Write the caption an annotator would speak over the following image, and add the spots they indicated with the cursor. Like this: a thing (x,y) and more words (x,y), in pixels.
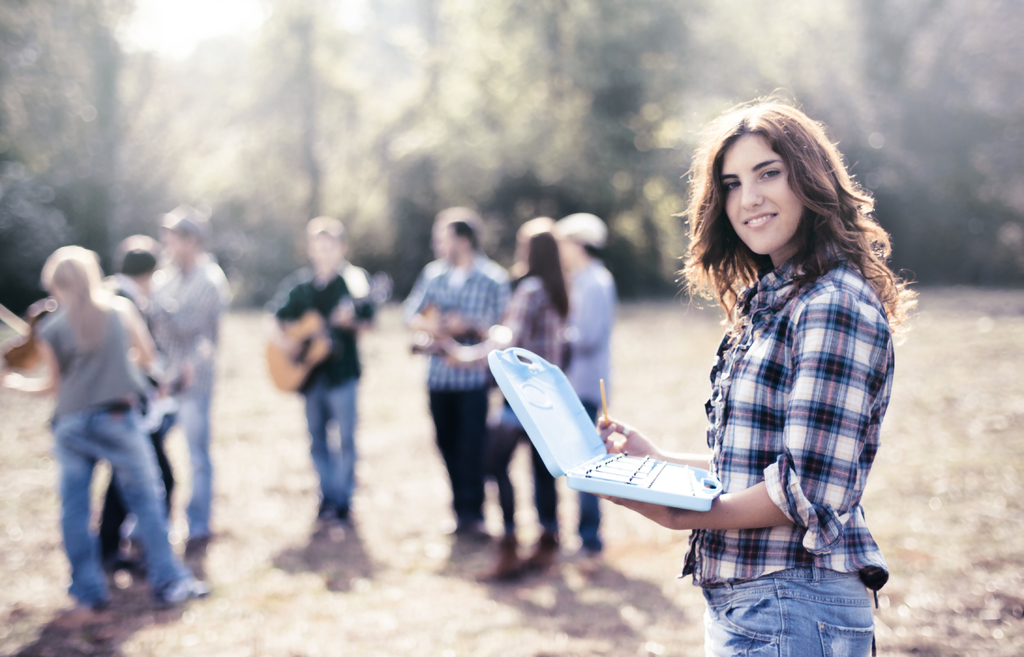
In the image we can see a woman (796,495) standing, wearing clothes (829,528) and she is smiling, and she is holding an object (638,479) in her hands (632,501). We can see there are even other people (148,373) standing, wearing clothes (199,409) and the background (232,353) is blurred.
